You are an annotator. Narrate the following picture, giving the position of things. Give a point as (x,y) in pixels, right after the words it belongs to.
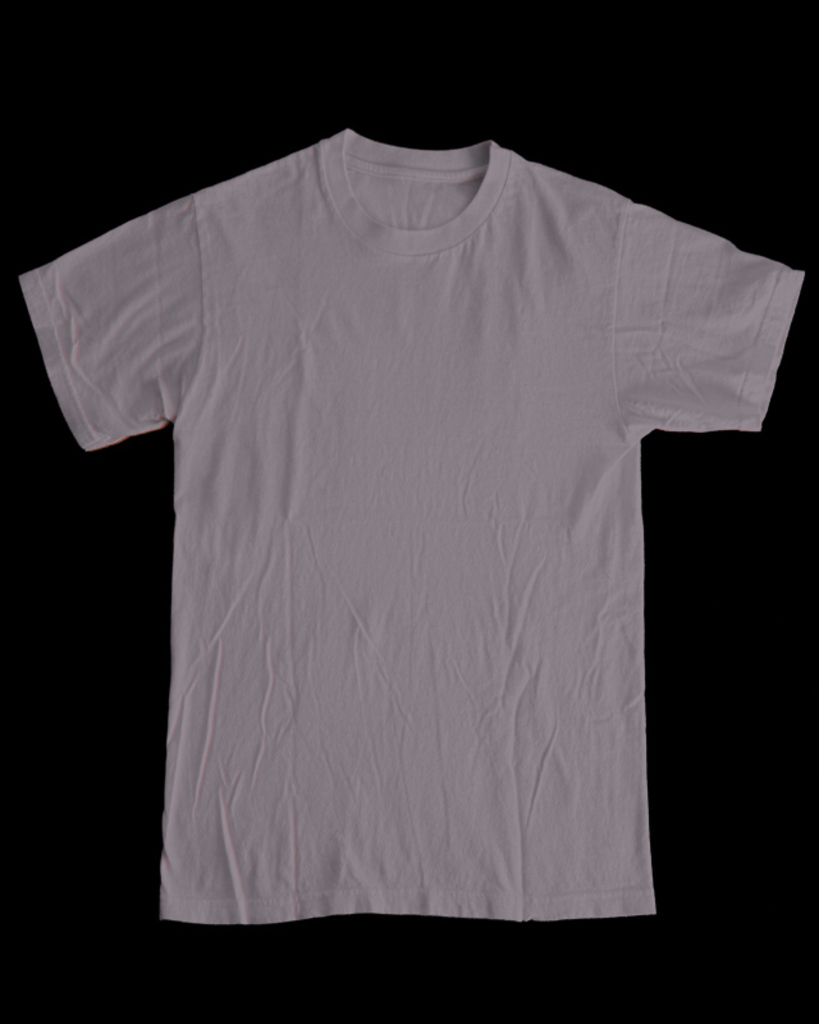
The picture consists of a grey t-shirt (235,279) on a black surface (543,97).
